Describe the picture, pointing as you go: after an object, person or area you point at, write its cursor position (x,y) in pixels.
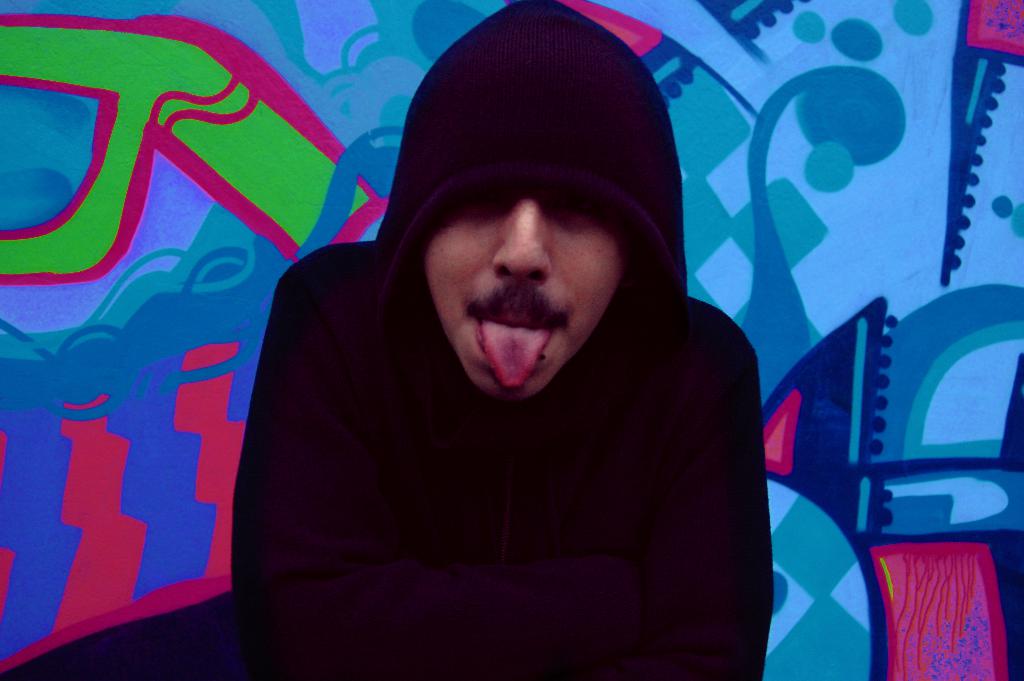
In this image I see a man (538,314) who is wearing a hoodie (272,339) and in the background (30,465) I see the wall (314,204) which is colorful.
